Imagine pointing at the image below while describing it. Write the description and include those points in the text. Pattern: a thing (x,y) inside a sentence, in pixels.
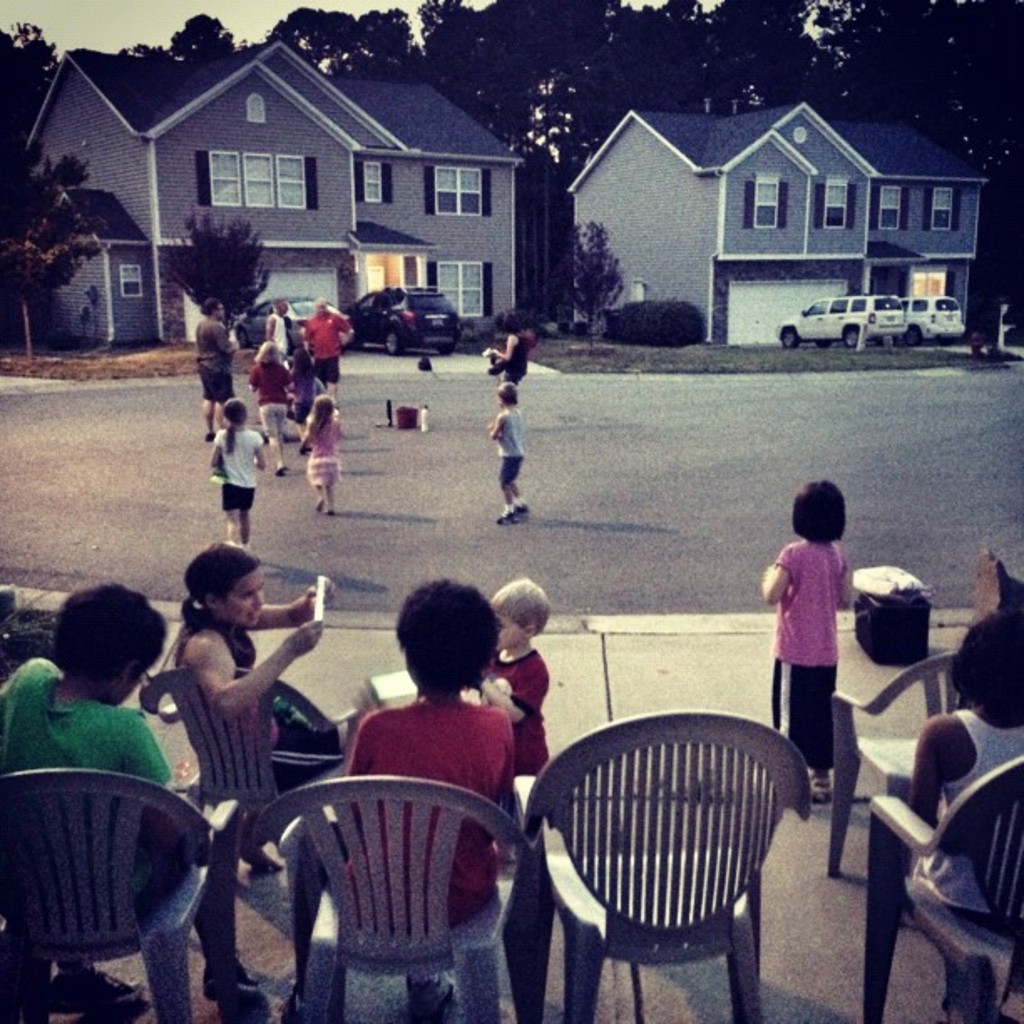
This is a picture taken in the outdoor, there are the kids (251,437) playing on the road (251,417) and some kids (439,753) are sitting on the chair (999,781). Background of the persons (289,385) there are two houses (792,251) and the cars (897,298) were parking in front of the houses (502,268) and there are the trees (629,59) and background of the house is sky (159,13).
